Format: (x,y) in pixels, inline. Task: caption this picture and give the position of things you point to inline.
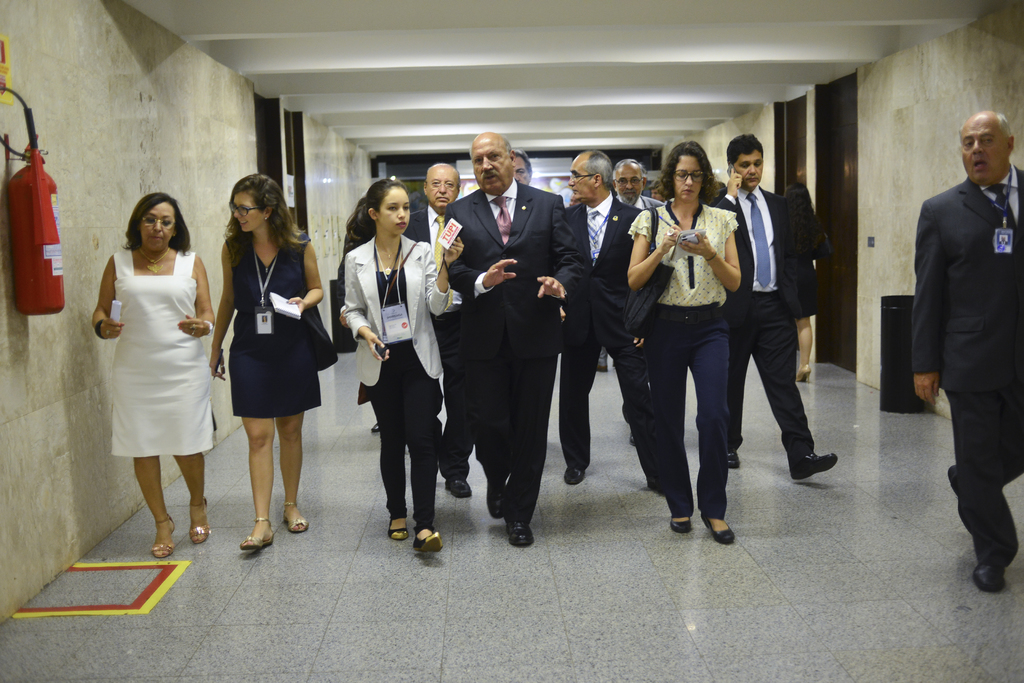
In the picture we can see some people (481,398) walking on the floor (233,549) they are in blazers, ties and shirts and on the other sides of the floor (219,554), we can see walls (31,321) with room doors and we can also see the fire extinguisher (33,183) on the wall (165,165).
